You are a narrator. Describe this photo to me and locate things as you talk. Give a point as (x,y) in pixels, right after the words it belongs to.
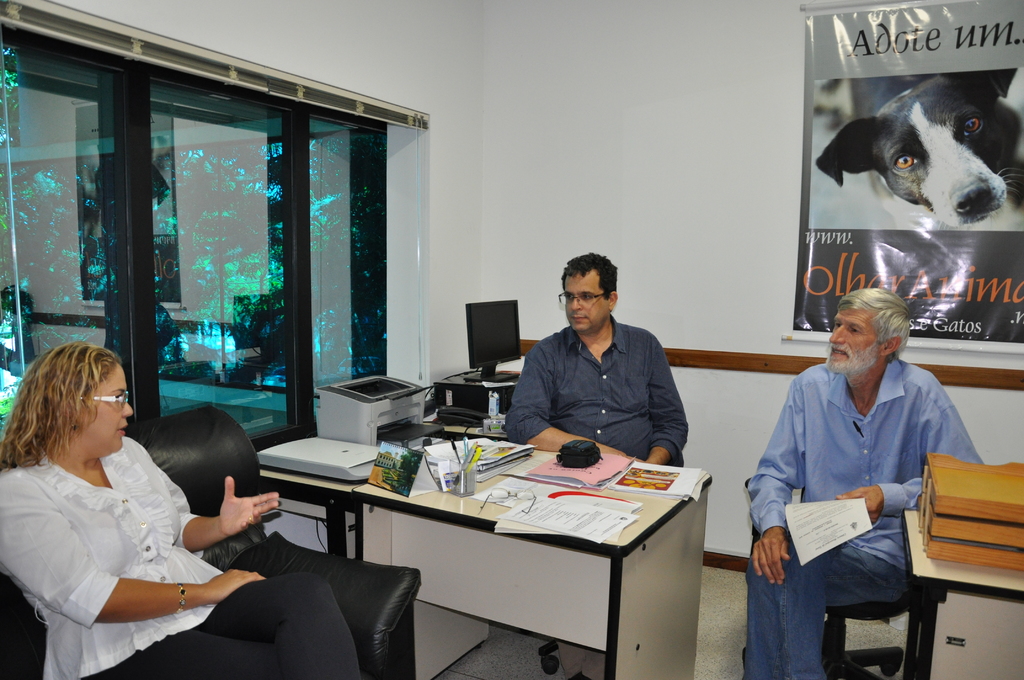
In the image we can see there are people (670,434) who are sitting on chair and sofa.
